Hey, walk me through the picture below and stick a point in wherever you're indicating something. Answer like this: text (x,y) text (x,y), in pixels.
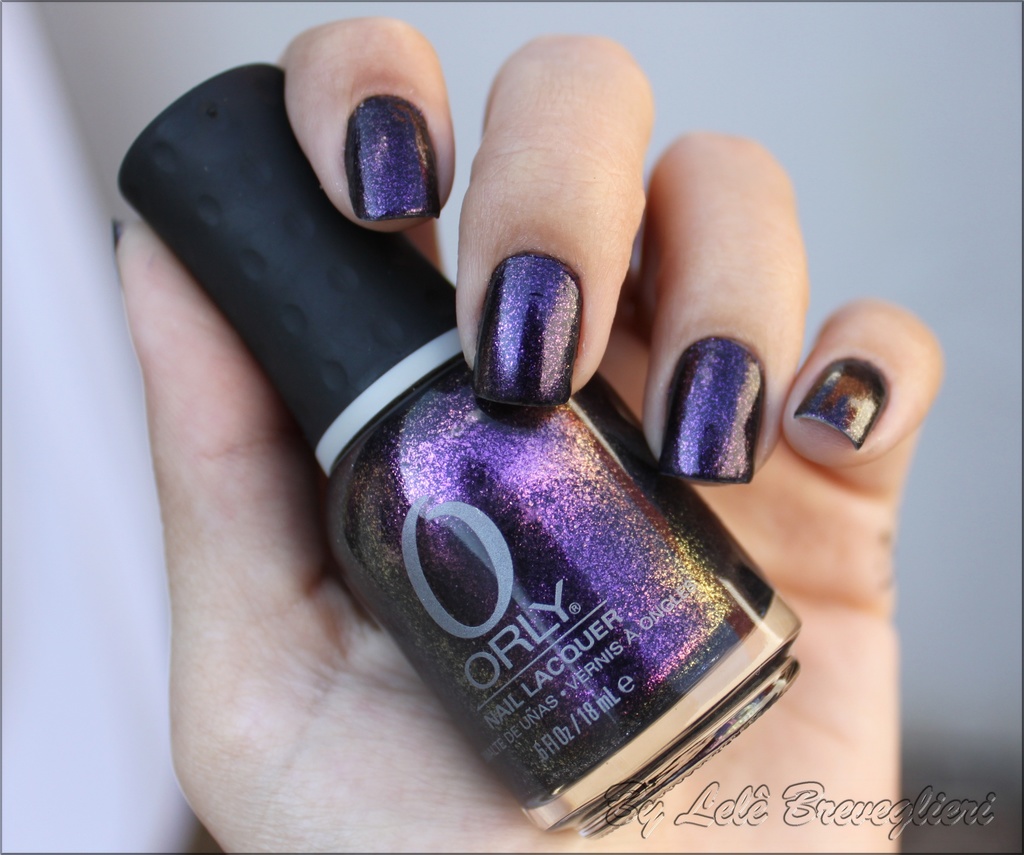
In this image I can see a person hand (653,384) and holding a nail-polish bottle (569,513) at the bottom (454,581), in the background (941,39) it might be the wall (33,379) visible, at the bottom (993,821) I can see text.
